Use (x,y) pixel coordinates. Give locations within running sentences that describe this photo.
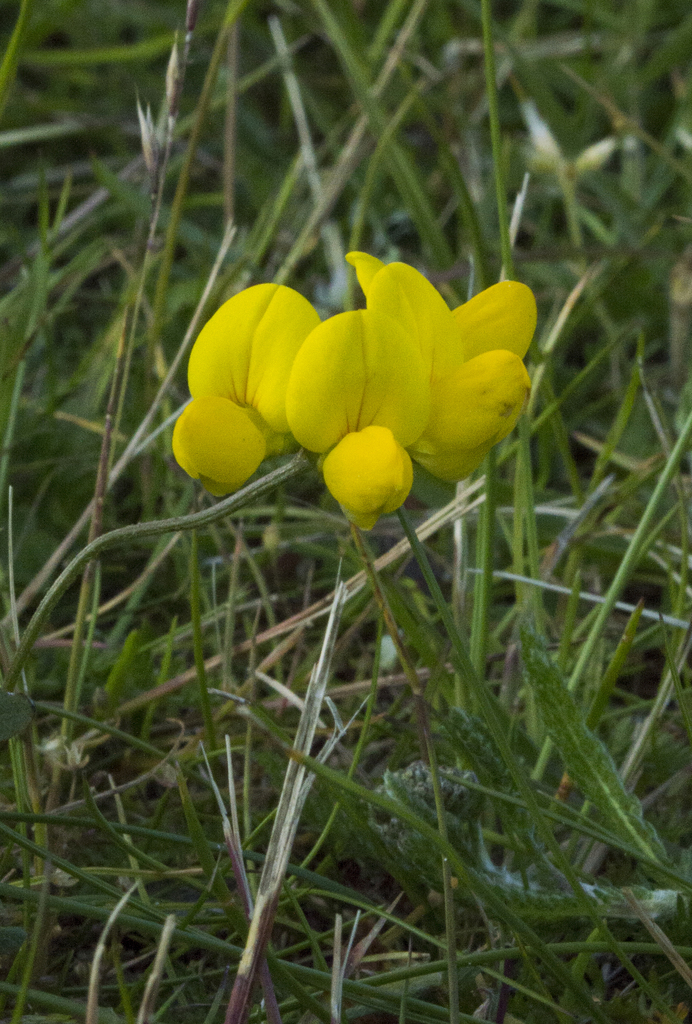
In the middle of the picture (326,480), we see the flowers (331,451) in yellow color. In the background (302,723), we see the grass (430,730). This picture is blurred in the background (336,143).
